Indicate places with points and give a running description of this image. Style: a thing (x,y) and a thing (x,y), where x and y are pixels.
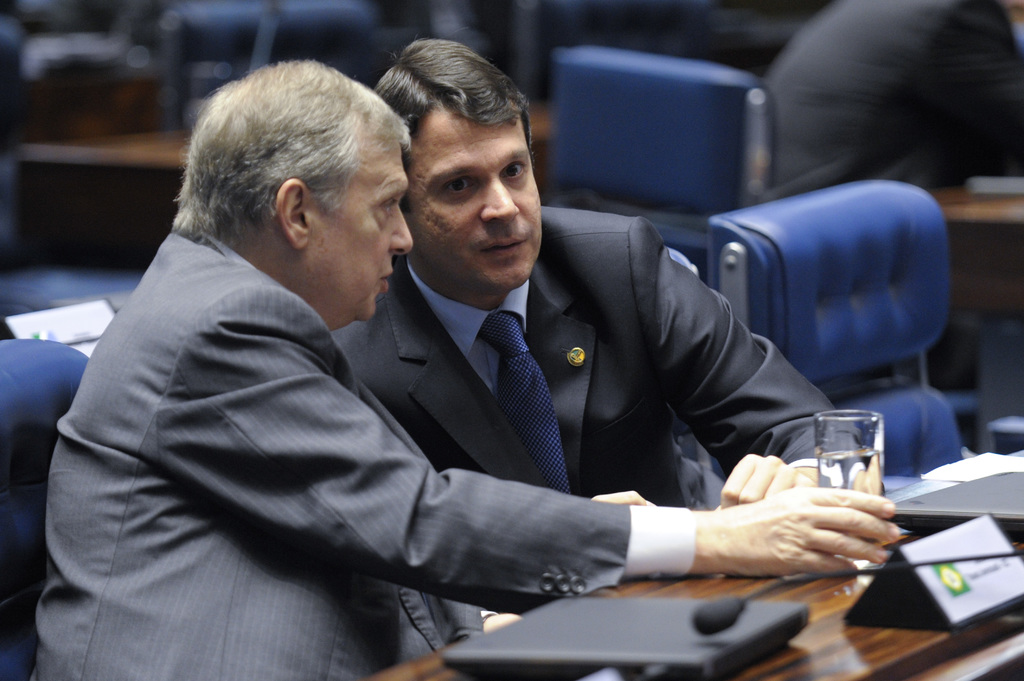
Here in this picture we can see two men (399,330) sitting on chairs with table (837,583) in front of them with microphones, laptops (772,635) and glass of water (835,417) on it over there and we can also see other chairs (822,290) and tables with people (825,162) sitting on it present over there.
